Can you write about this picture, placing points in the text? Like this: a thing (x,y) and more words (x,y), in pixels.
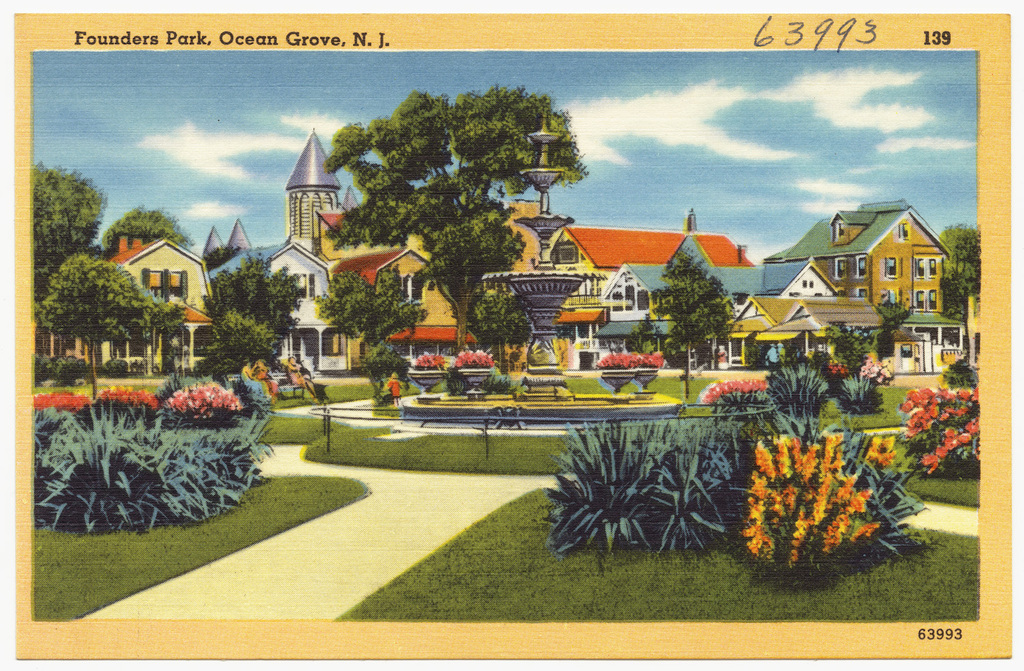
This image consists of a poster (841,209). It looks like a cartoon image. In which we can see many buildings (436,330) and trees (513,261) along with plants (708,480). At the bottom (658,579), there is green grass (668,563). In the middle (546,392), there is a fountain (554,288). At the top (667,135), there are clouds (334,132) in the sky (280,130).
